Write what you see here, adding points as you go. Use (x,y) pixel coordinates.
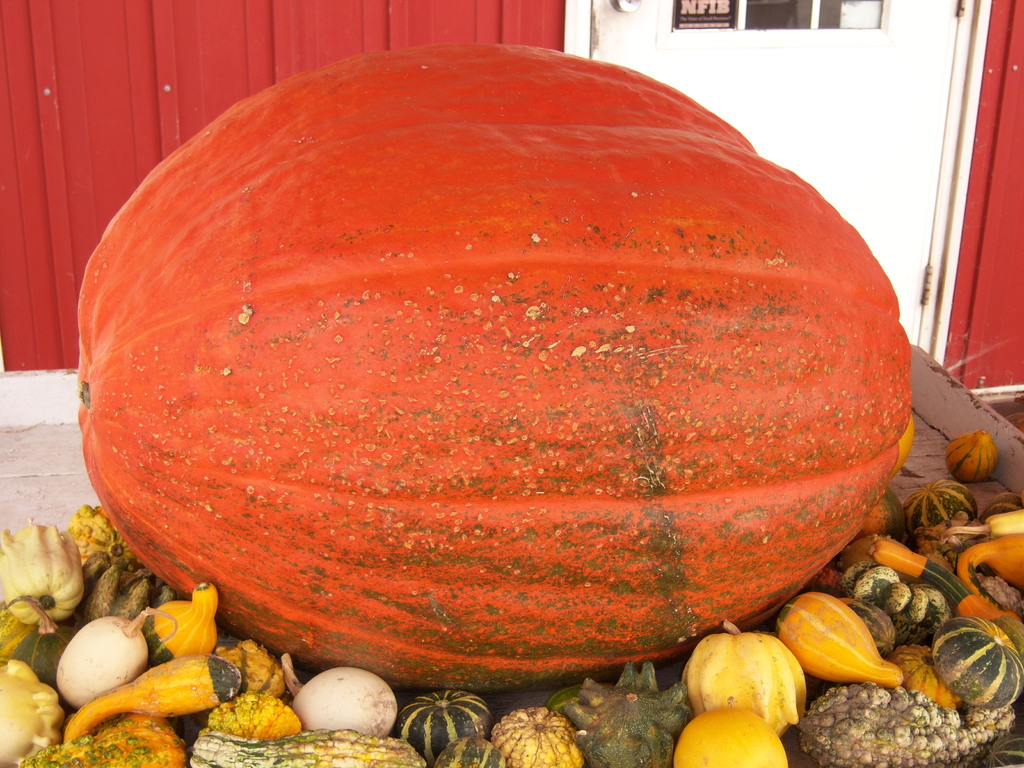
In this picture I can see fruits (525,426) and vegetables (570,518) on a surface (676,680). In the background (170,30) I can see a red color wall (235,30) and a white color door (792,71).
